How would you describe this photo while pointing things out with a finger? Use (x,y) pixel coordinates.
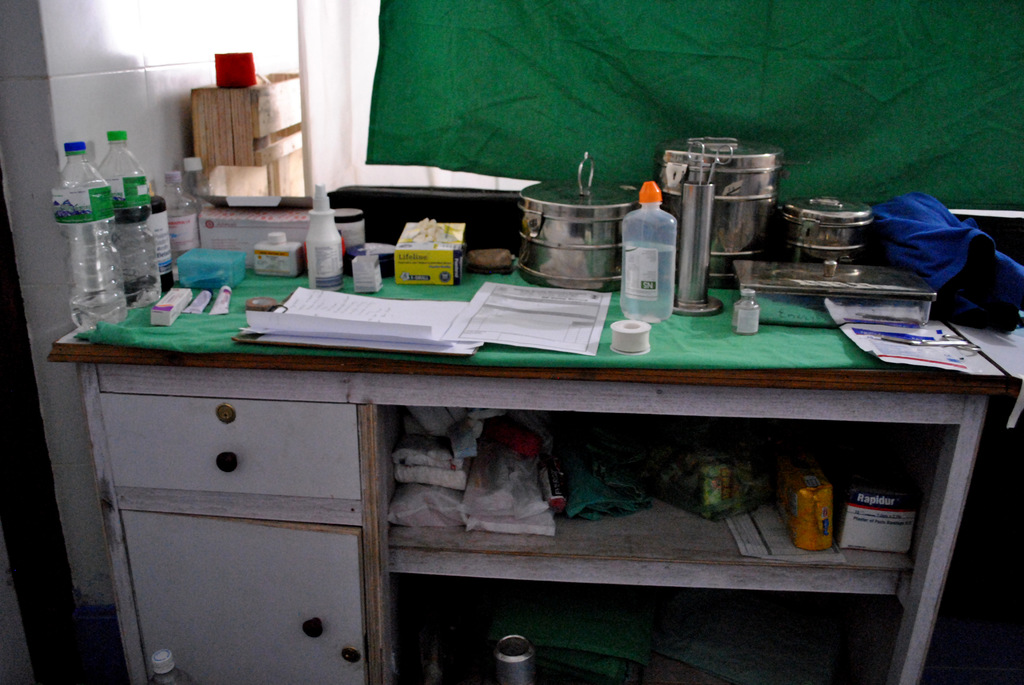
In the foreground of this image (554,572), there is a table (392,532) on which bottles (165,283), tubes (217,305), papers (422,327), boxes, tape (648,346), and scissors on the table (315,482). In the background (769,127), there is a green curtain (624,93) and the wall (146,46).
